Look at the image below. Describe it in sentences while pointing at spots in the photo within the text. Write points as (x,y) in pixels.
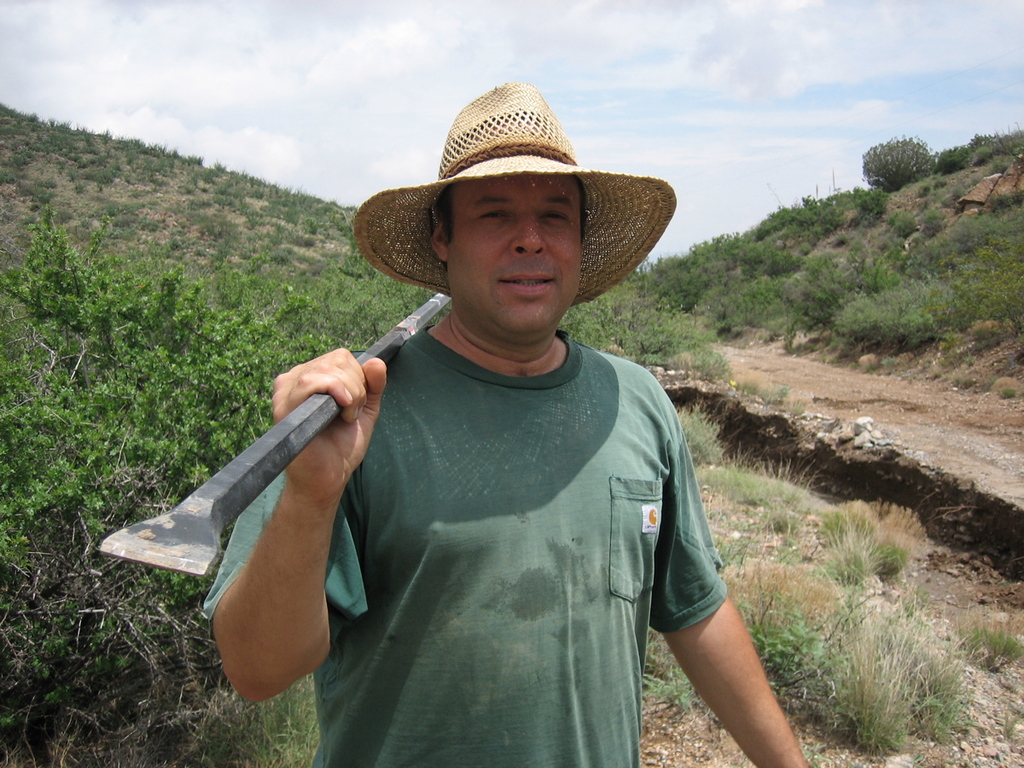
In this image, we can see a person (570,386) wearing a hat (522,163) and holding a tool (263,452) with his hand (328,438). There are some plants (109,433) on the left side of the image (69,529). In the background of the image (292,241), there is a hill (292,241) and sky (389,128).
